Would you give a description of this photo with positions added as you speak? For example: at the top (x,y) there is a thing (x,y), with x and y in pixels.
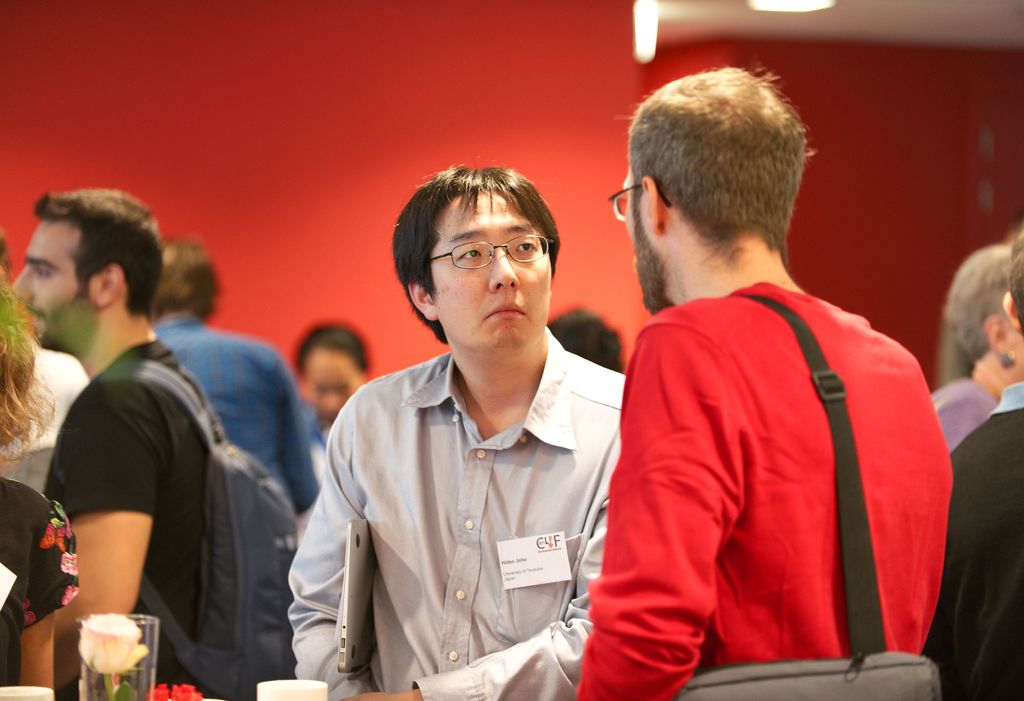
In this image there is a person (746,534) wearing a red shirt (740,522) is carrying a bag (825,676). Before him there is a person (485,556) holding a laptop (360,623) in his arms (327,601). He is wearing spectacles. Left side (260,607) there is a person (113,448) wearing a black shirt (137,468) is carrying a bag (224,530). Bottom of the image (143,664) there are cups (280,692), glass (132,687) and few flowers (112,650). Background there are few persons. Behind them there is wall (372,196).
